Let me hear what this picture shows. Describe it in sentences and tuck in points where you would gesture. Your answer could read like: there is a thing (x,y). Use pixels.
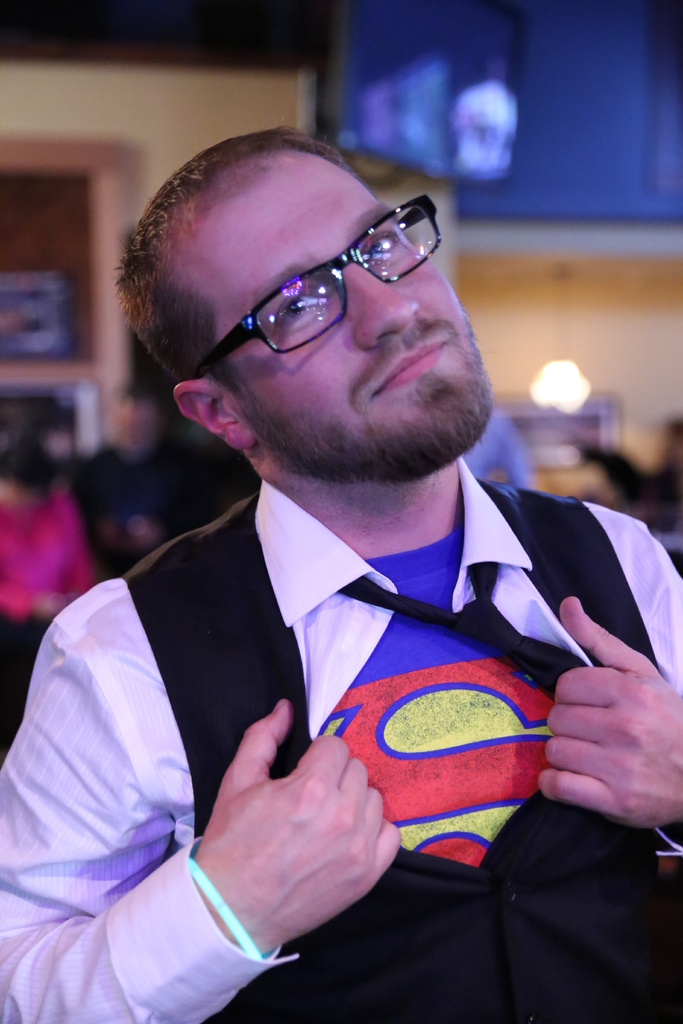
In this image, we can see a person (428,557) is watching and holding his clothes (180,808). Background (16,654) we can see the blur view. Here we can see few people (661,518).
